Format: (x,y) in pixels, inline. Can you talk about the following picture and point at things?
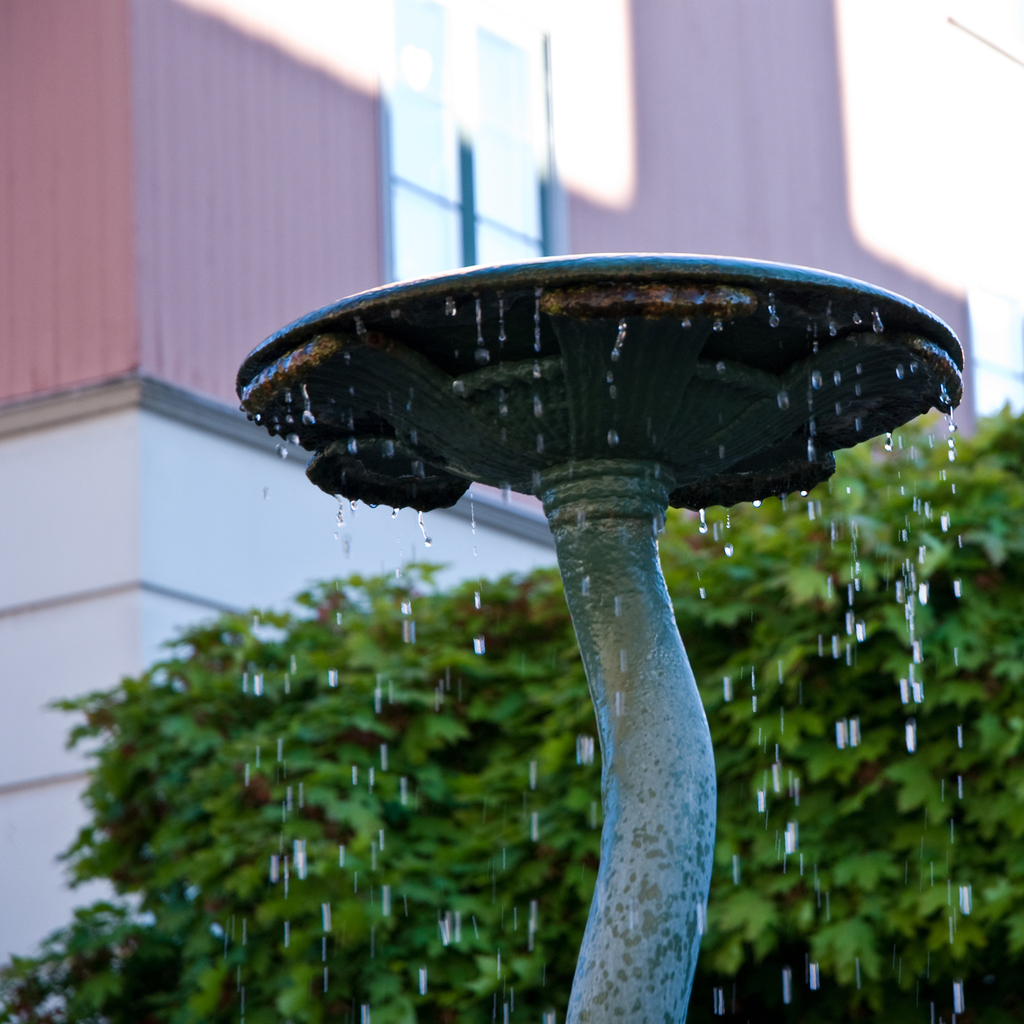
There is a pipe (631,653) with a round shaped thing (610,399). From that water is falling. In the background (207,368) there is building (310,183) and trees (832,743).
